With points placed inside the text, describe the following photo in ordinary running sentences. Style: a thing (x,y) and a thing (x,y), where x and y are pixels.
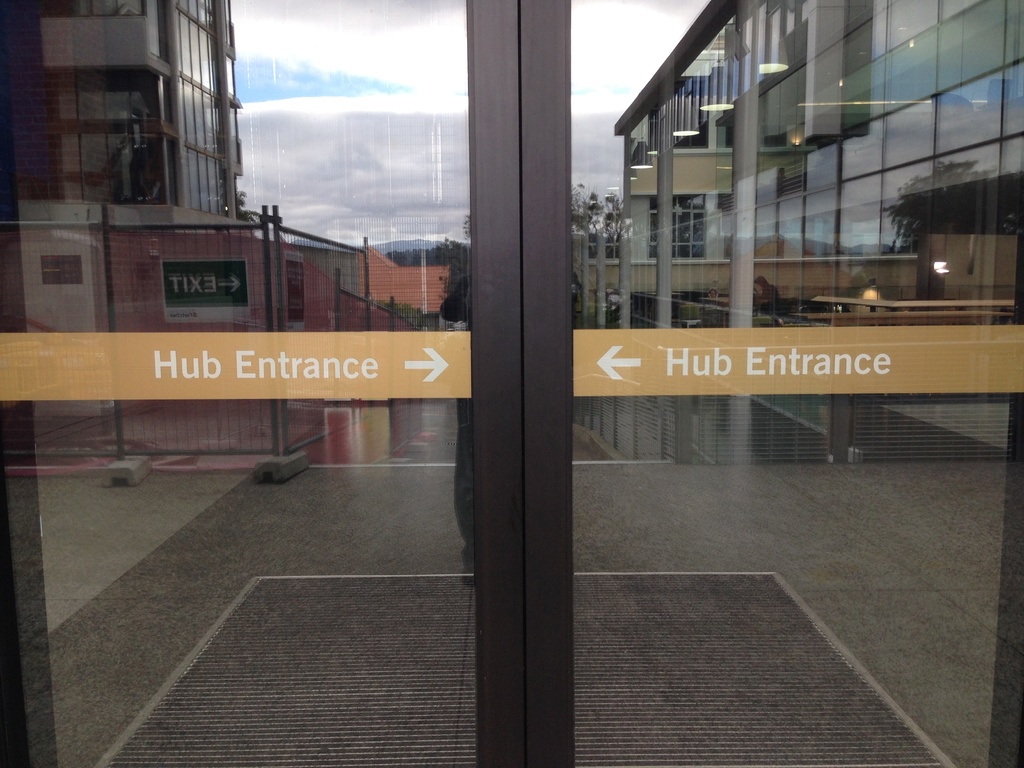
In the image there are doors (348,361) with glasses (370,255) and some stickers (716,335) on it. On the glass door (494,402) there is a reflection (439,159) of a few buildings (708,159), pillars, lights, trees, sky (305,101) and fencing (302,326). At the bottom of the glass door (391,686) there is a mat (893,754).
